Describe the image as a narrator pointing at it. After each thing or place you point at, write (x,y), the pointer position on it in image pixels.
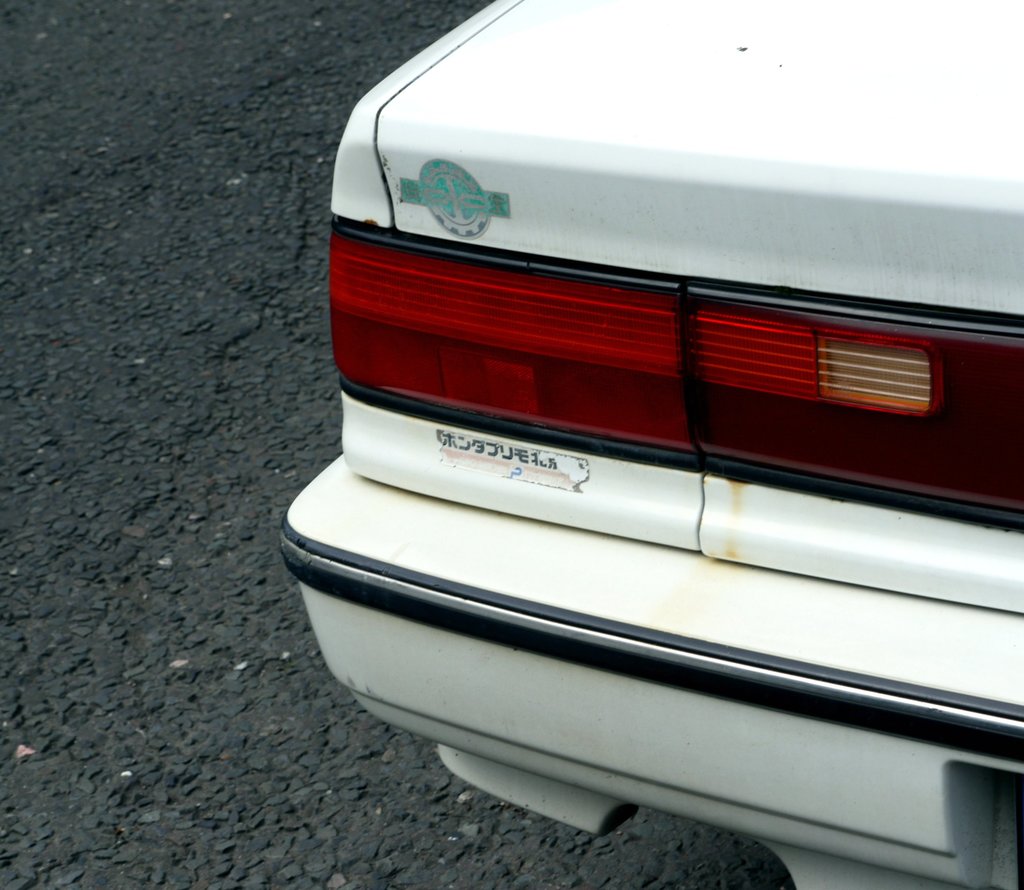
In this image there is a car (804,354) towards the right of the image (833,453), there is text (541,460) on the car (493,460), there is road (231,478) towards the left of the image (176,481).
